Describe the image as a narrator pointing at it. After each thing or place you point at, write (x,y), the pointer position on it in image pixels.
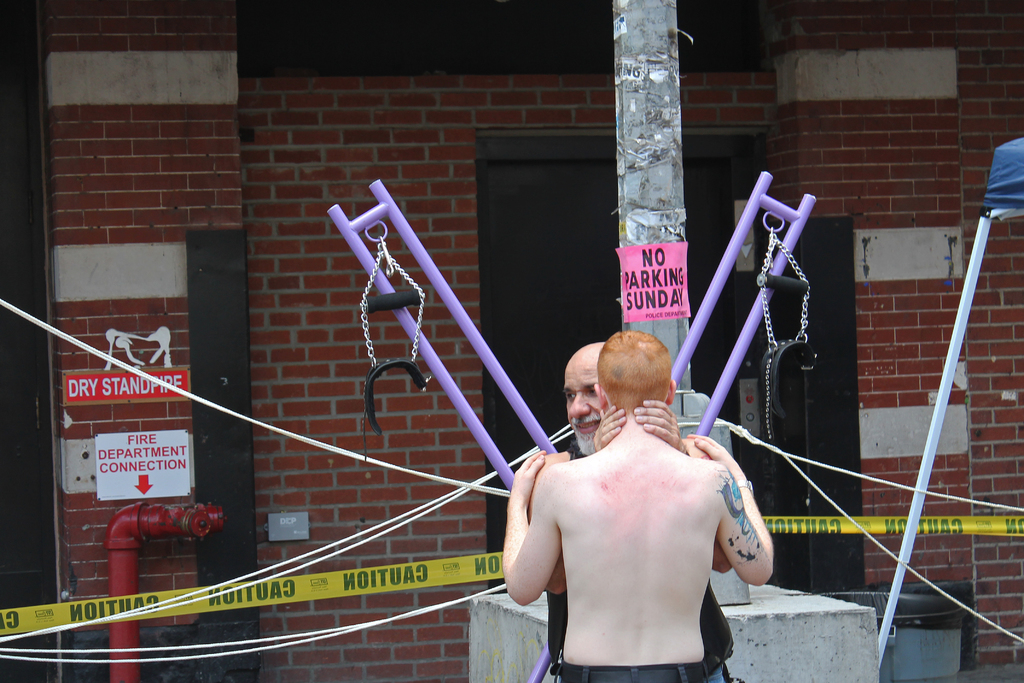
In this picture we can see 2 people (599,664) holding each other. One person (630,433) is shirtless with red hair (612,372) and the other person (580,420) is an old man (571,456) wearing a black vest (553,630). The old man (554,585) is standing in front of a purple colored frame (444,371) with extended chains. Behind these 2 people (618,361) there is a pole (641,175) with a NO PARKING SUNDAY sticker (675,307) attached to it. Behind the pole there is a brick wall (464,216) with a black door (565,260) and there is a pipe (150,506) attached to the brick wall (89,413) with fire department connection written on it.
